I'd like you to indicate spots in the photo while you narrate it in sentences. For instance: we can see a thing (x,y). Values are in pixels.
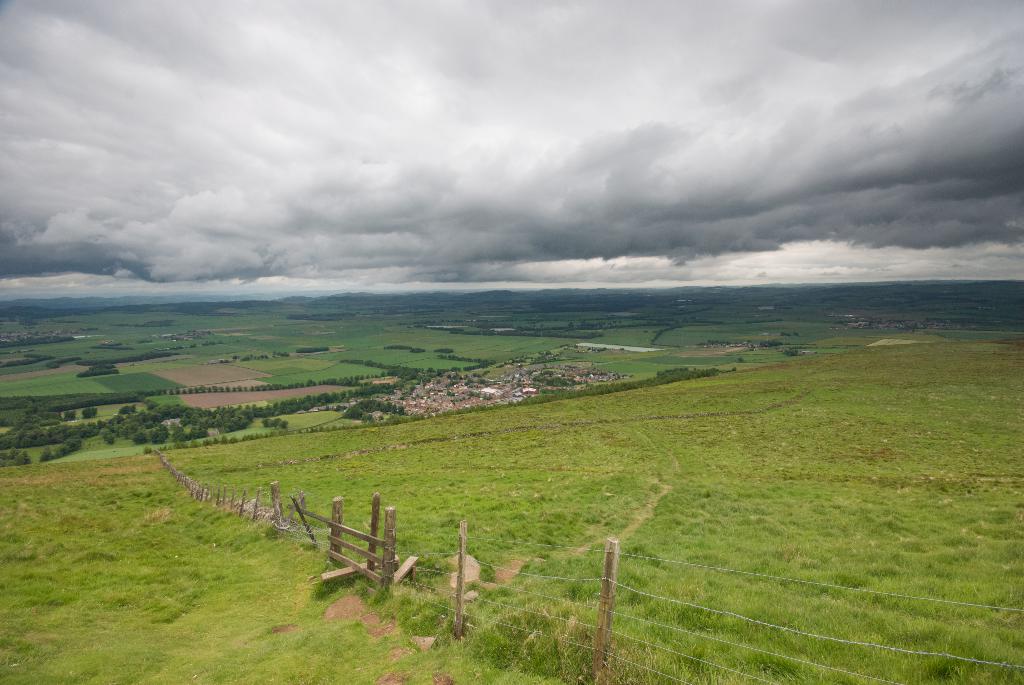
In this picture there are trees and there might be buildings (426,385) and there are fields (416,361). At the back (393,294) there might be mountains (63,306). In the foreground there is a fence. At the top (275,207) there are clouds (191,207). At the bottom (733,577) there is grass (526,526).
